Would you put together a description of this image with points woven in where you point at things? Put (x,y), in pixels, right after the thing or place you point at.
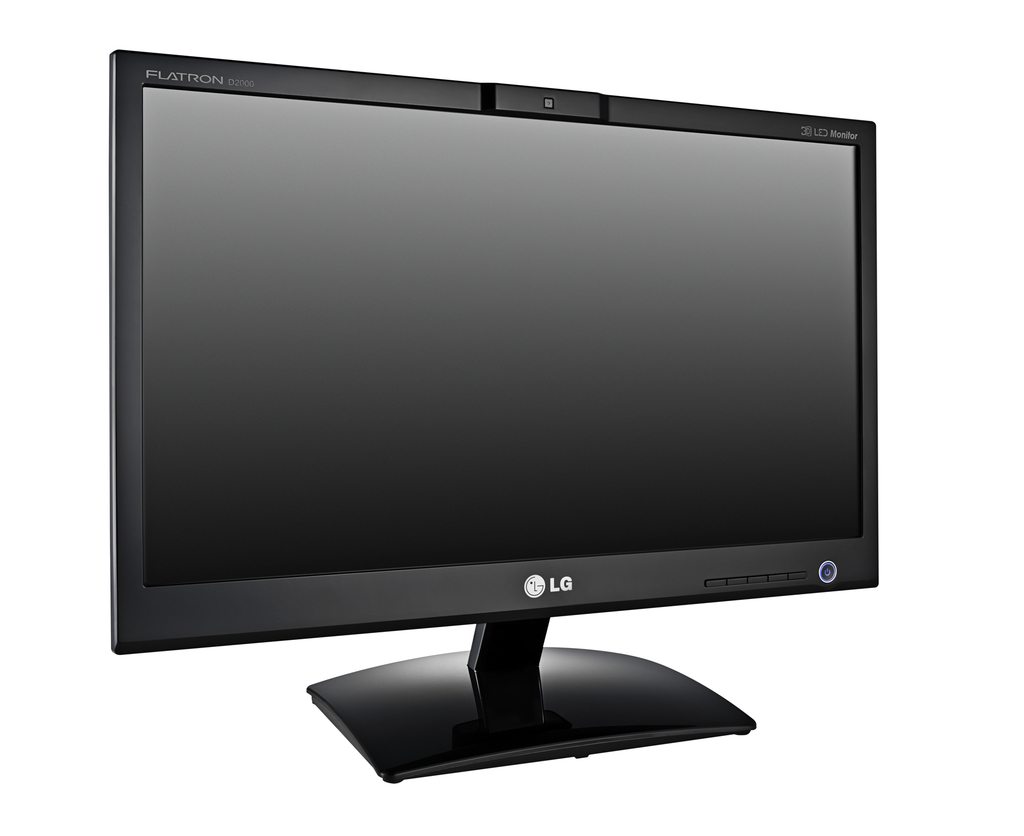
In the picture I can see a black color TV (485,640) which has a logo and something written on it. The background of the image (912,376) white in color.
